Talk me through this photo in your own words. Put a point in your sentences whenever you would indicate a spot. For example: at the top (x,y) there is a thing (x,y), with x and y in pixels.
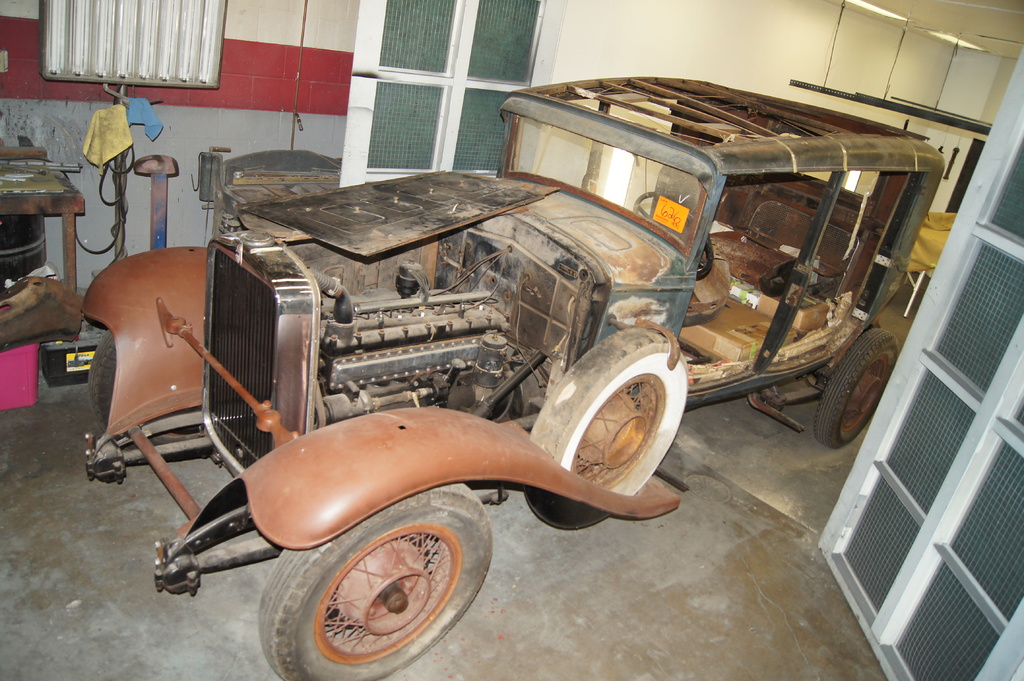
In this image in the center (447,355) there is one vehicle (467,392), and in the background (481,132) there is wall (183,117), windows (397,74), wire (133,147), clothes (101,167) and some objects (70,257). And on the right side (933,441) it looks like a window (918,529).
